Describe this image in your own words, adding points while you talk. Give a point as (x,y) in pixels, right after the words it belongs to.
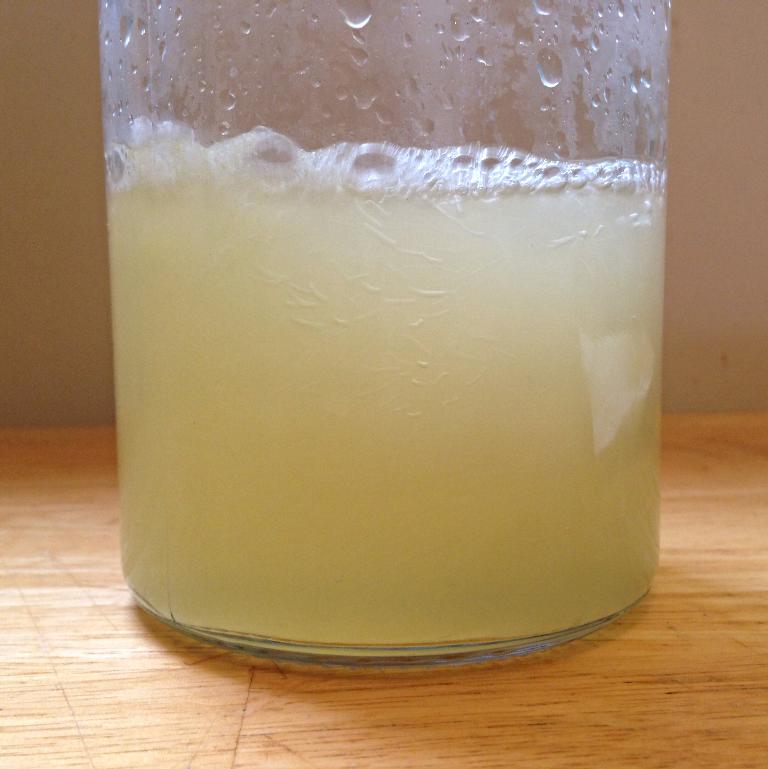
In the foreground of the picture (276,280) we can see a glass (512,309), in the glass (163,267) there is a drink (120,291). The glass (243,418) is placed on a wooden table (430,730). In the background (46,252) it might be wall (708,237).
